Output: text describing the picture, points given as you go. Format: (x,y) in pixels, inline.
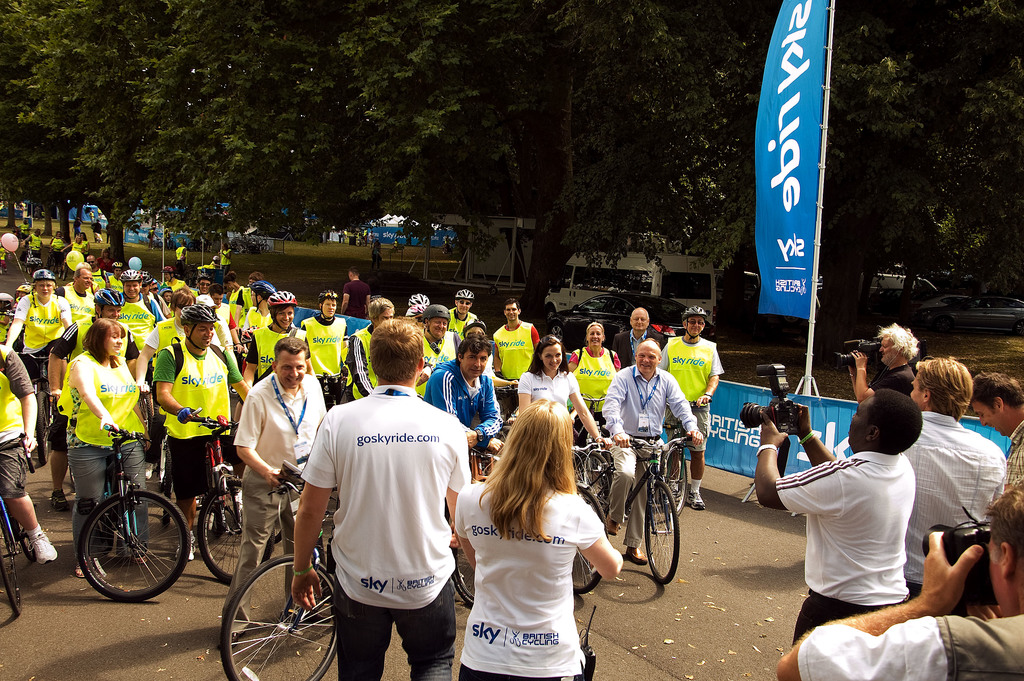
In this picture we can see a group of people (133,281) on the bicycles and the other people (862,515) in front of them holding cameras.
